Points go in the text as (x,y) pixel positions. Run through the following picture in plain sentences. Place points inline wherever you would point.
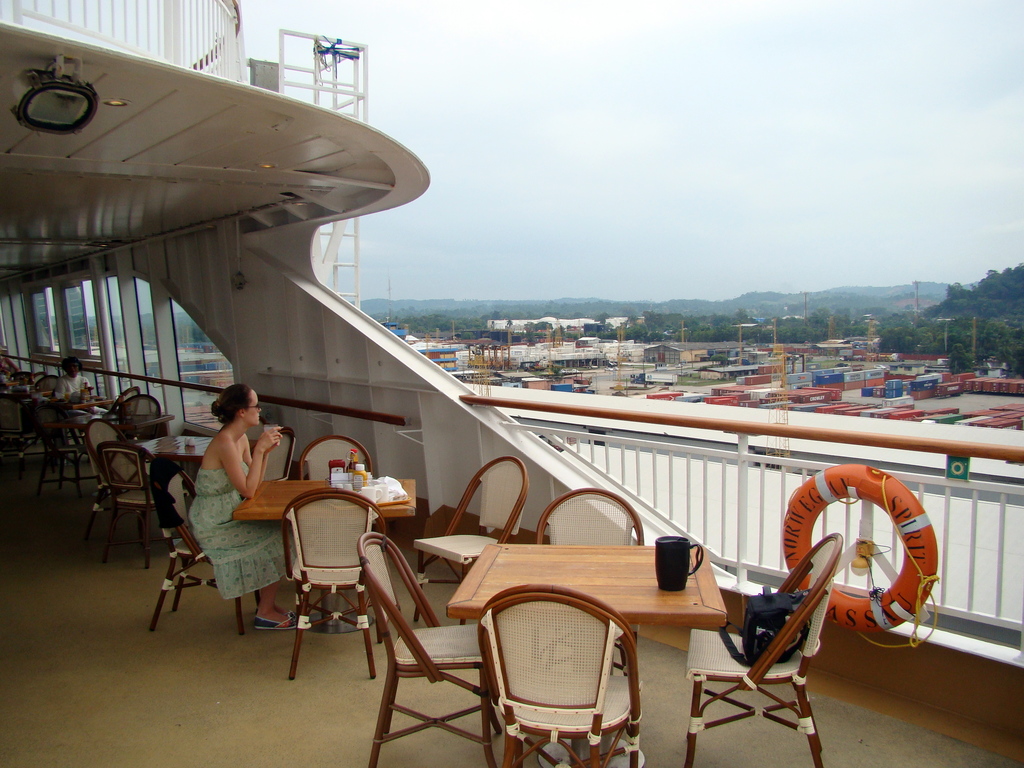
A lady (213,481) sitting on a chair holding glass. There are tables (453,610) and chairs (351,516). On the table (636,597) there is a jug (683,570). On the chair (738,629) there is a bag (772,616). In the background (719,353) there are many buildings (610,345), trees (833,305) and sky (738,159). There is a tube (858,499) on the railings (743,494) of this ship (610,478).
